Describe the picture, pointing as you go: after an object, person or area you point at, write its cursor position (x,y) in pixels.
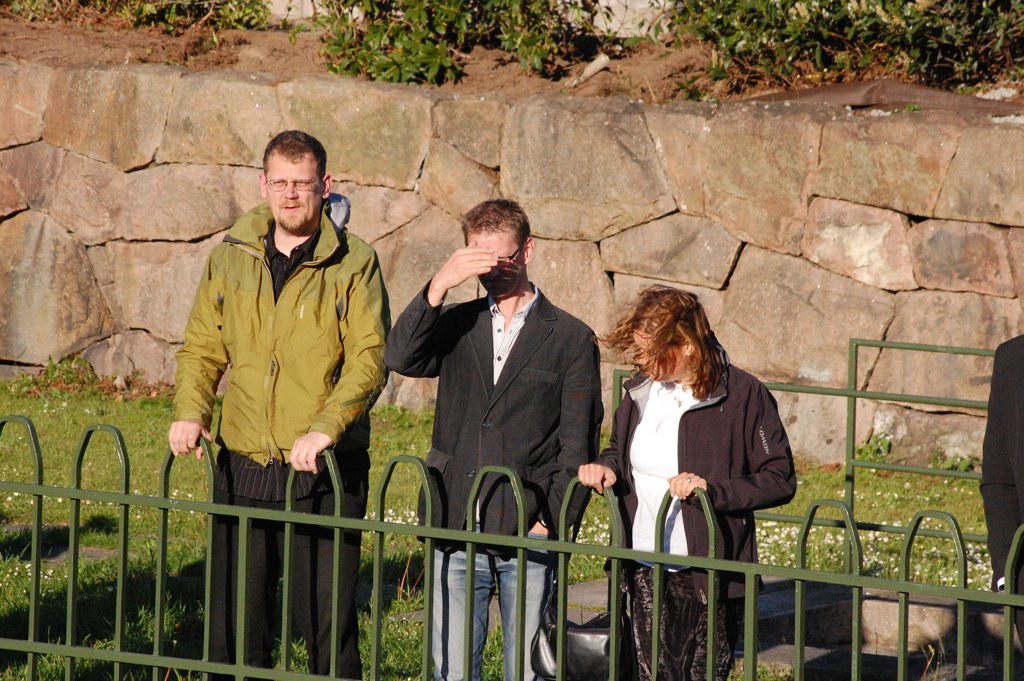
There are people (329,530) standing in the foreground area of the image (396,485) in front of a boundary (911,527), there is another person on the right side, there are plants (334,45), grassland (375,424) and a stone wall (131,216) in the background (131,216).
